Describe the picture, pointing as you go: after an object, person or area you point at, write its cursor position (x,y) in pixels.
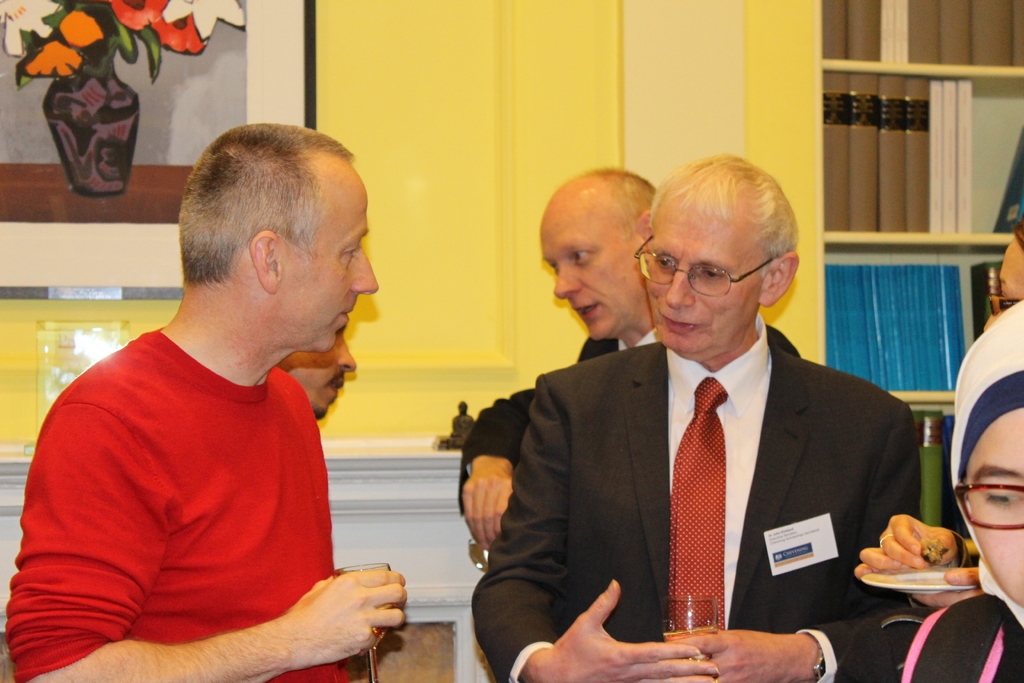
In this image we can see this person (737,474) wearing a black blazer (574,576), spectacles (658,274) and tie (719,430) is holding a glass (697,608) in his hands (685,652) and this person (237,586) wearing red T-shirt (224,557) is also holding a glass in his hands (392,622). In the background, we can see a few more people (966,407). Here we can see a photo frame (198,143) on the wall (319,97) and books (943,212) placed on the shelf (910,242).
